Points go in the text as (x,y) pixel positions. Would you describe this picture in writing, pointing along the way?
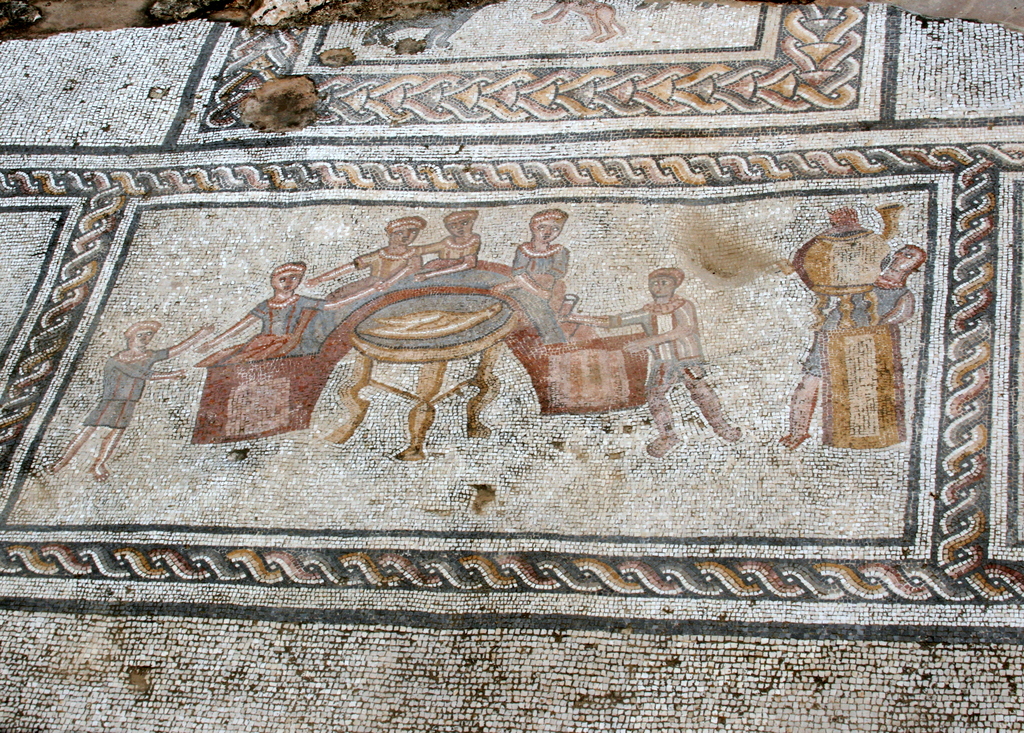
In the center of the image (395,297) we can see one floor (477,386). And we can see some mosaic (434,311) on the floor (456,173), in which we can see a few people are standing and holding some objects (834,272).
